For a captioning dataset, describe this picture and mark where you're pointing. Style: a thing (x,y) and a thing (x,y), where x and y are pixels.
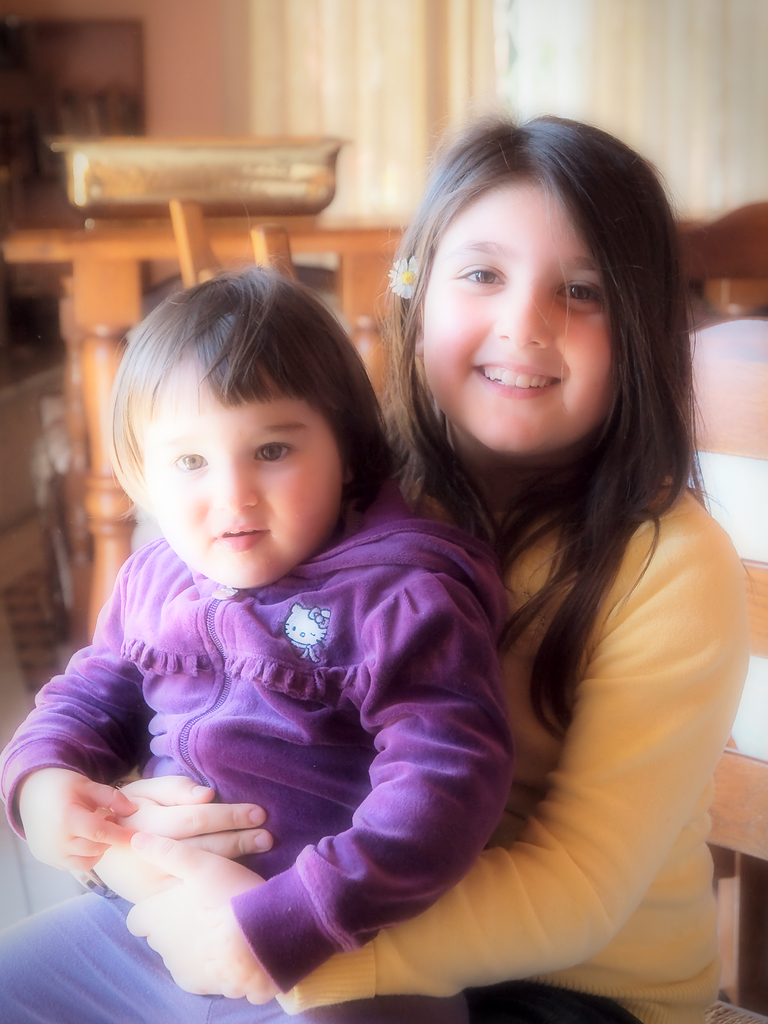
The girl (463,360) in this picture wearing a yellow jacket (640,804) is holding the girl (281,642) who is wearing a purple jacket (276,768) and she is smiling. She is sitting on the chair (767,789). Behind her, we see a table (349,289) on which vessel (121,163) is placed. Behind that, we see a white curtain (295,70) and a wall (164,65) on which photo frame (114,73) is placed. This picture is clicked inside the room (176,111).
